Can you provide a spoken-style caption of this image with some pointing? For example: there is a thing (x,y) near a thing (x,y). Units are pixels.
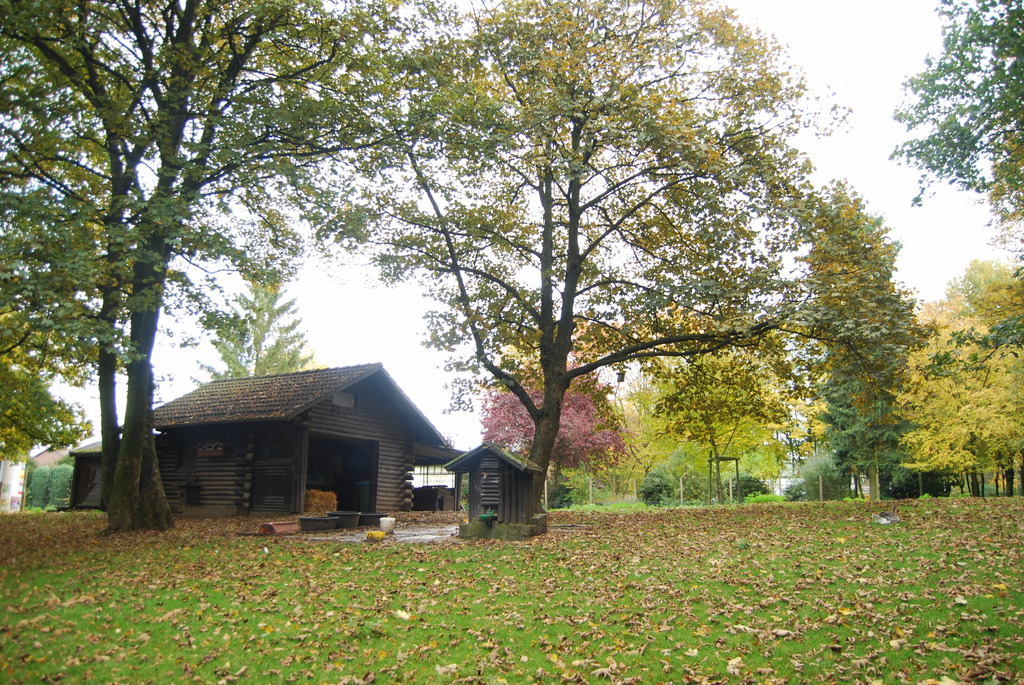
In this image I can see a house (315,407) which is in brown and black color. We can see trees (684,332), fencing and few tubs (340,523). The sky (878,106) is in white color.
